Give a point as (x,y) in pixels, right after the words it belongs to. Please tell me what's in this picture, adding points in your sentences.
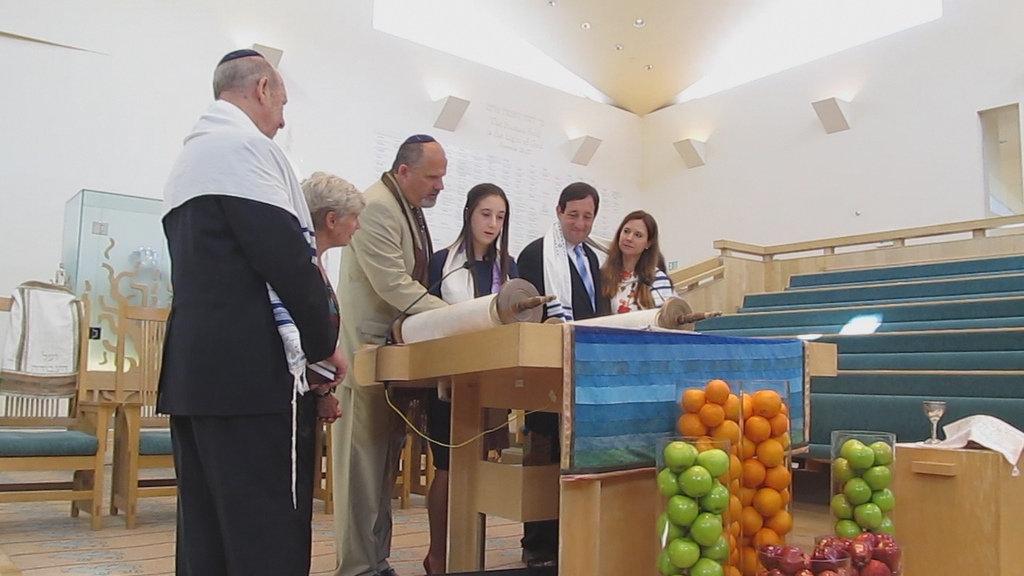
In this image we can see three men (349,277) and three women (616,263) are standing in front of a table (570,400). On table (529,342) something is present. Right side of the image (888,293) stairs (949,301) are there. The walls (696,133) and roof (530,57) of the room (363,40) is in white color. Left side of the image (76,412) chairs (78,467) are present. Right bottom fruits (751,525) are kept in container (763,507).
